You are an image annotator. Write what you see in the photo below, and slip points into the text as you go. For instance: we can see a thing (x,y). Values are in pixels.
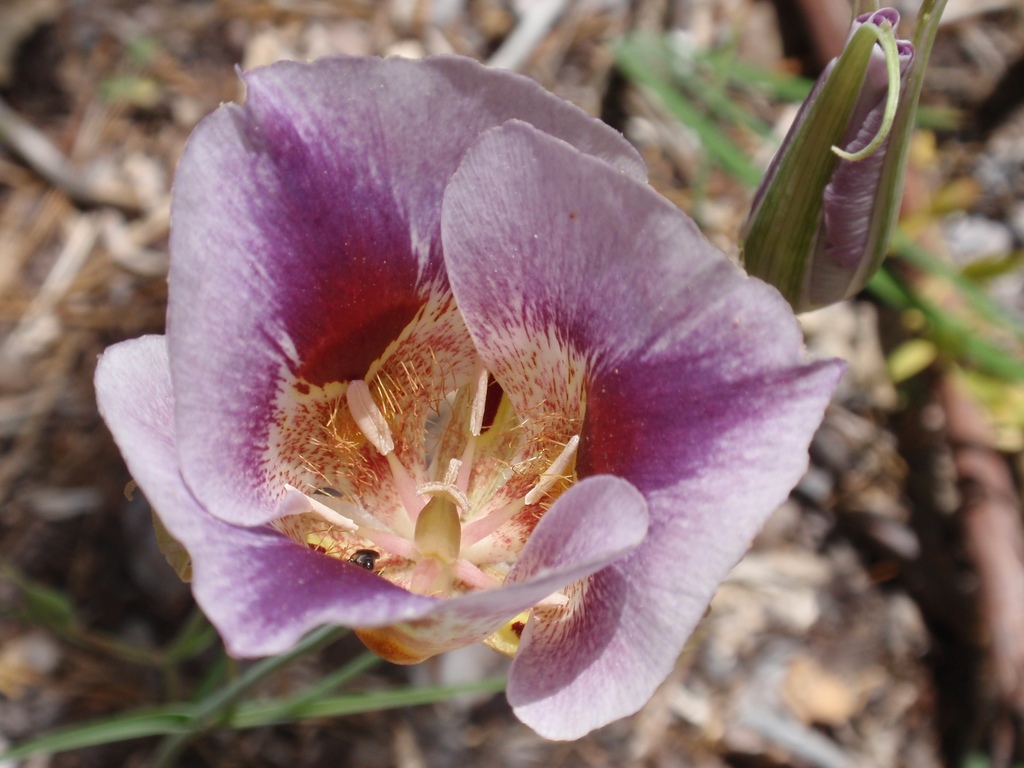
In the center of the image (646,331) we can see a flower (720,333), which is in pink and yellow color. In the background (161,82), we can see one plant (878,20), dry leaves (71,652) and a few other objects (996,540).
